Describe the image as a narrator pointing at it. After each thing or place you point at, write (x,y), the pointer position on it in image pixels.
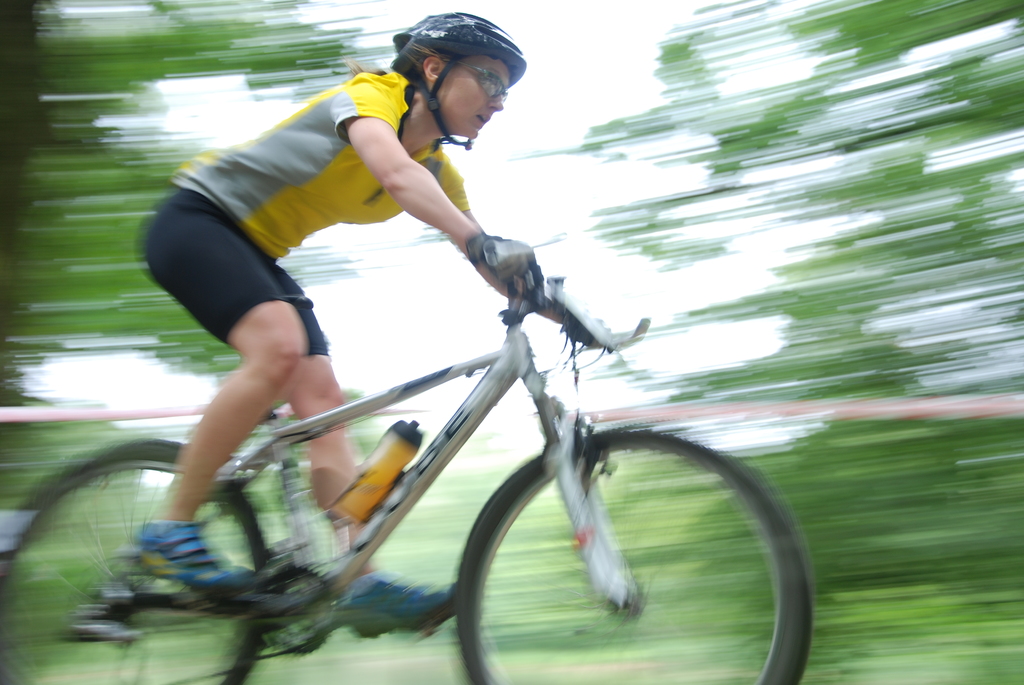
In this image I can see a woman (485,270), a cycle (32,534), a water bottle (395,435) and I can see she is wearing a helmet (411,43), glasses (480,69), yellow colour t shirt (347,154), black colour shorts (250,242) and blue shoes (151,569). In the background (433,555) I can see green colour things (925,595) and I can see this image is little bit blurry.
